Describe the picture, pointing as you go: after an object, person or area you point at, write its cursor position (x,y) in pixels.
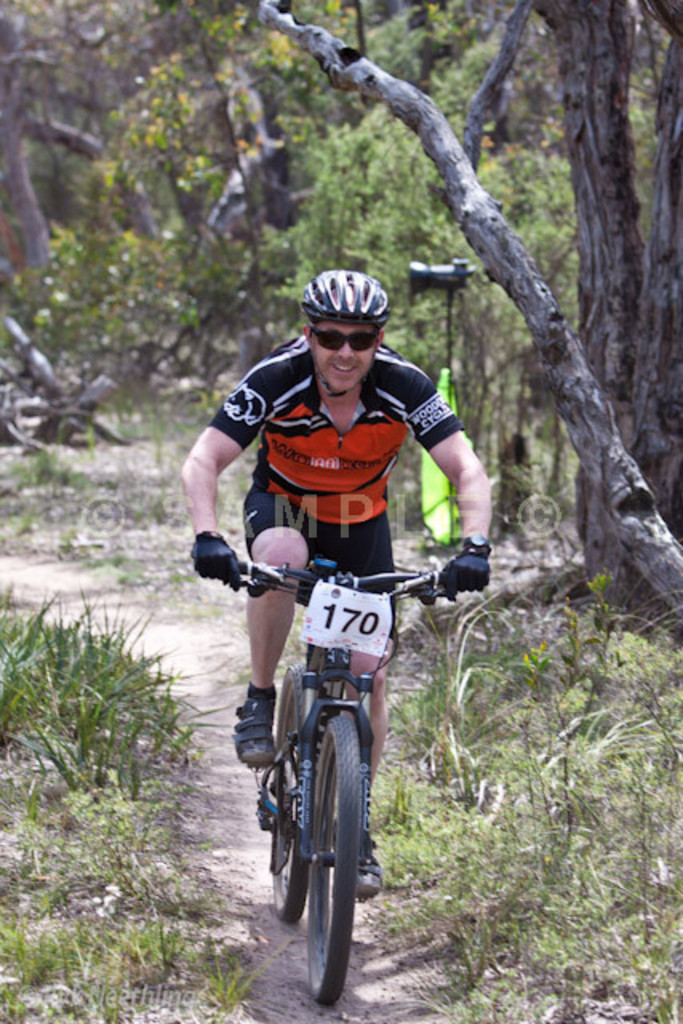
In this picture there is a man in the center of the image (372,350) on a bicycle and there are plants (673,811) at the bottom side of the image (452,901) and there are trees (654,352) in the background area of the image (76,110).
